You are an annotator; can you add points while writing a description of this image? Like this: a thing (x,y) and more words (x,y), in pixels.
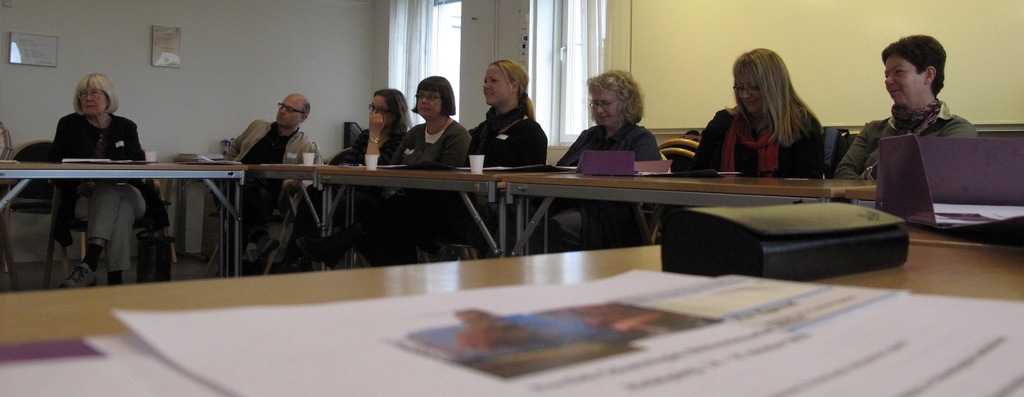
In the picture there are many people (745,126) present, they are sitting on the chairs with the table (608,198) in front of them, on the table (291,168) there are glasses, there are papers (561,392), there is a folder (930,194), there is a wall (336,47), on the wall (382,84) there are windows (543,78) present, there are frames (13,55) present on the wall (255,76).
